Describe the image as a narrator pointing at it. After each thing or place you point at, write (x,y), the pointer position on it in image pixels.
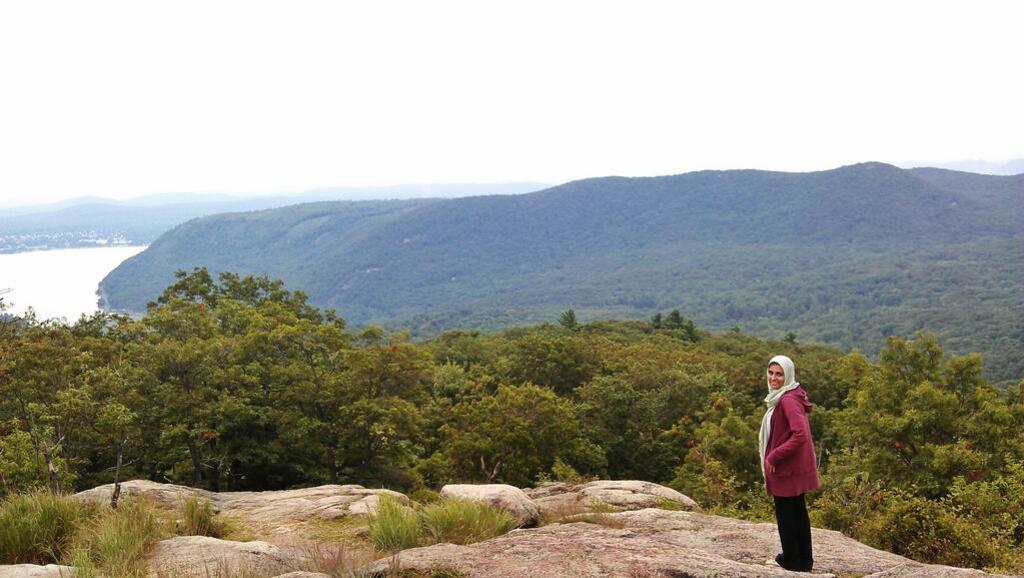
In this picture in the front (781,459) on the right side (777,471) there is a woman (796,481) standing and smiling. In the center (522,379) there are trees (592,387) and in the background (450,243) there are trees (460,220), there is water (85,258), and the sky (565,79) is cloudy.
